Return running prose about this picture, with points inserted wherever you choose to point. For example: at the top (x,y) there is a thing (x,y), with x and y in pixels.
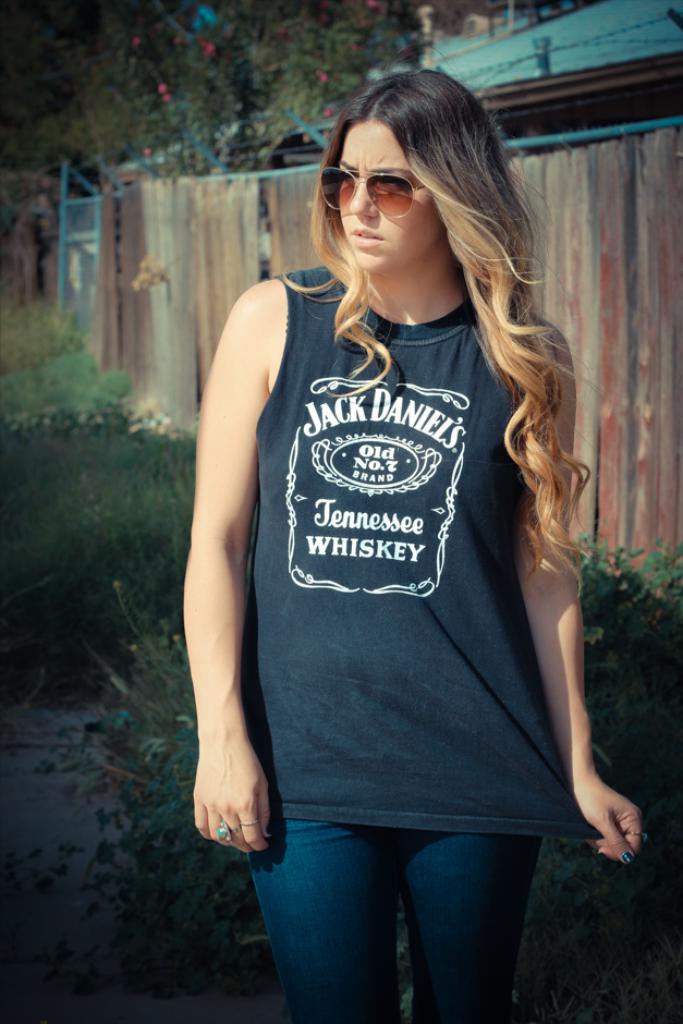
In this image in the center (326,539) there is one woman (393,458) who is standing, and in the background (195,6) there are some houses (613,118), trees (195,18) and plants (258,935).
